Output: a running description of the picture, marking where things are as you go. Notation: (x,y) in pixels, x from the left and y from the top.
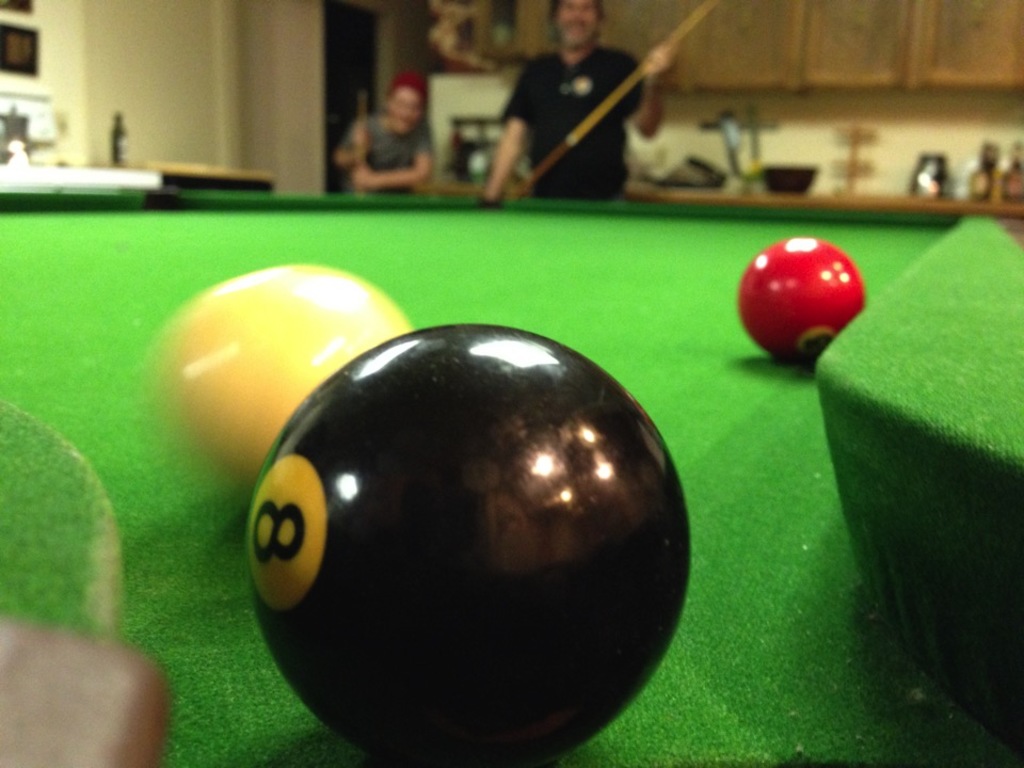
In this image I can see 2 persons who are holding the cues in their hands (366,177) and they are standing in front of the table (1019,350) and there are 3 balls (591,399) on it. In the background (733,6) I can see the cupboards (524,21) and the wall (286,167).
